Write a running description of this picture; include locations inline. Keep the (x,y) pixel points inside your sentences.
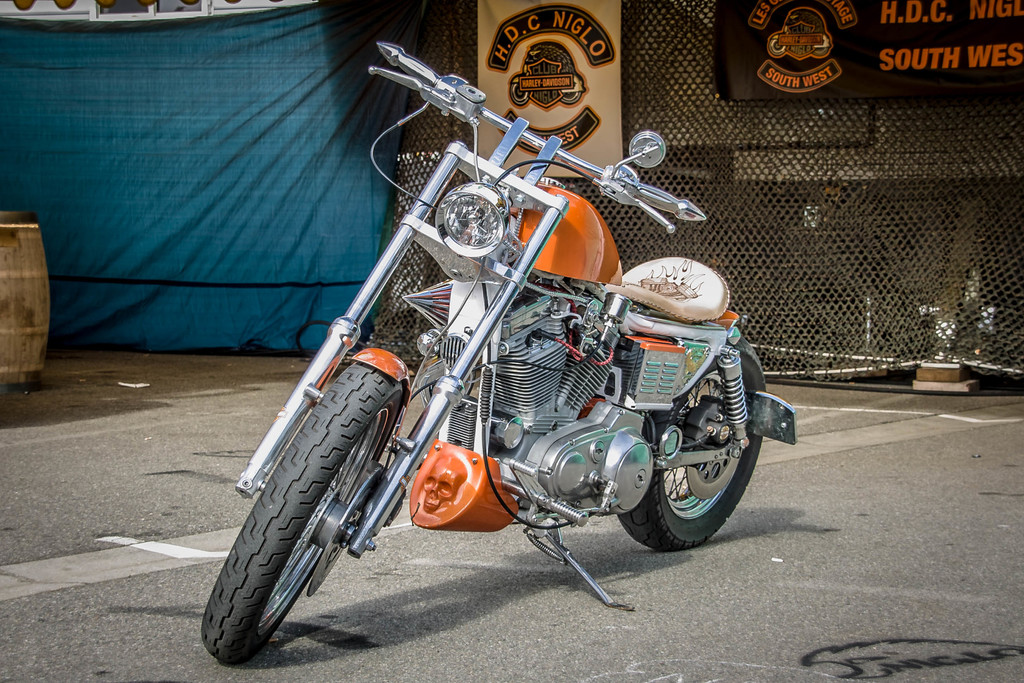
In this image there is a bike (526,494) on a road (344,619), in the background (665,10) there is net (948,288) and a cloth (357,130), on that net (669,35) there is some text (908,19) and logo (770,67).
